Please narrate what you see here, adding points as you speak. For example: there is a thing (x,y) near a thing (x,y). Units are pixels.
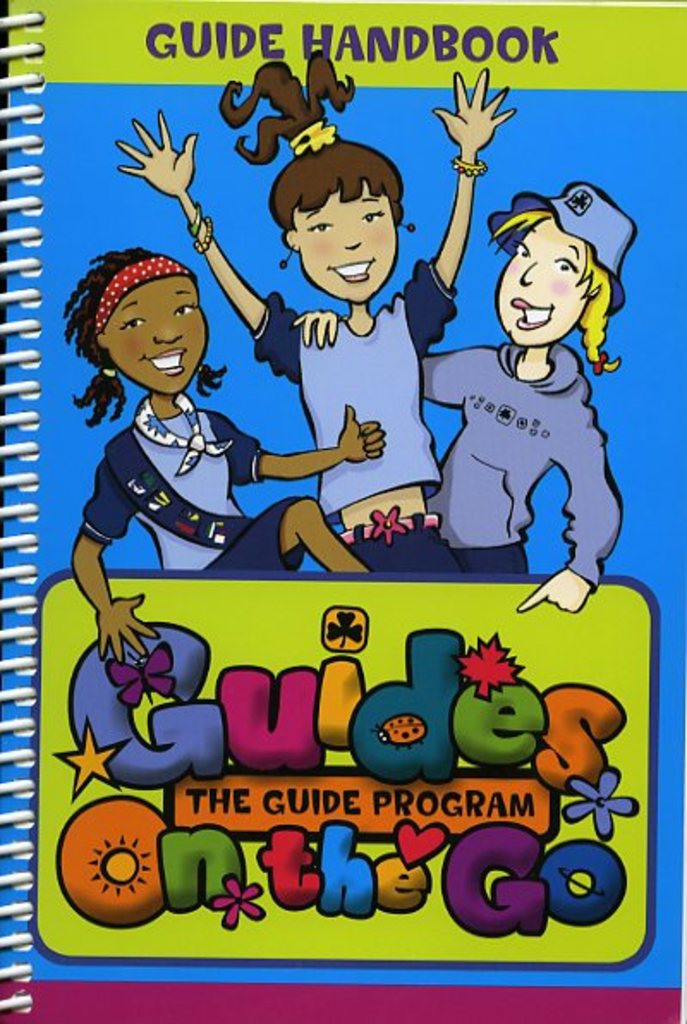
In this image I can see the cover page (380,340) of a book (338,456) which is blue and green in color. On the cover page (463,364) I can see three children (403,499) smiling and few words (352,649) written.
